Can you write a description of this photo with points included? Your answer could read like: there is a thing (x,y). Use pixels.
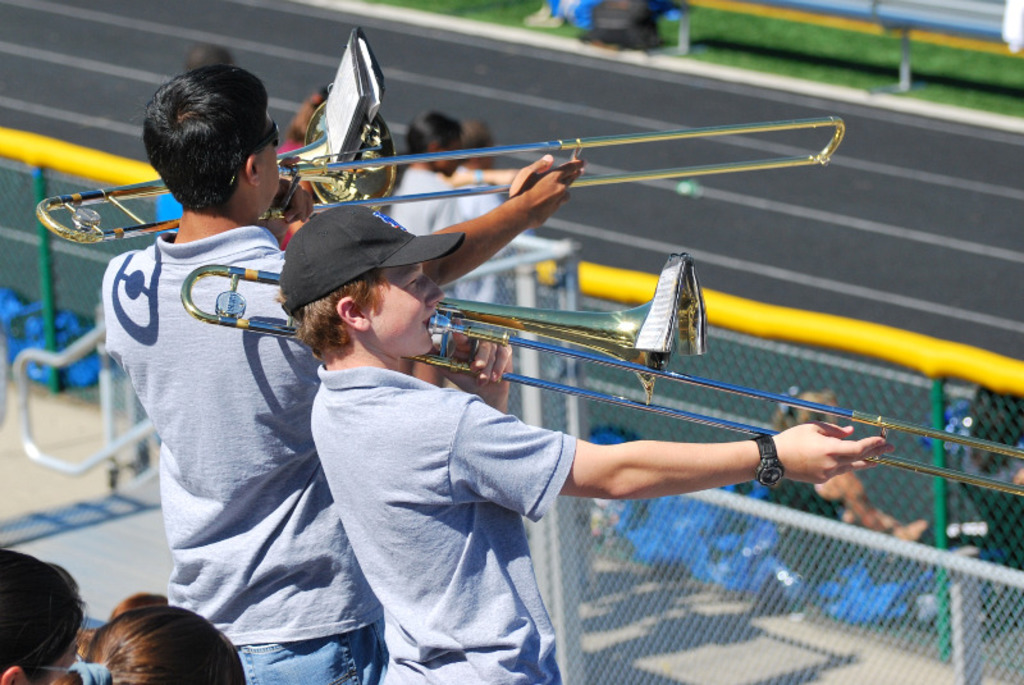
In this image I can see two boys (295,356) are standing and I can see both of them are holding musical instruments (431,199). I can see both of them are wearing grey colour t shirts (352,504) and here I can see he is wearing black cap (385,264). I can also see few notebooks (673,301), fencing (703,509), road (989,144), few more people (0,644). I can also see this image is little bit blurry from background (547,37).
